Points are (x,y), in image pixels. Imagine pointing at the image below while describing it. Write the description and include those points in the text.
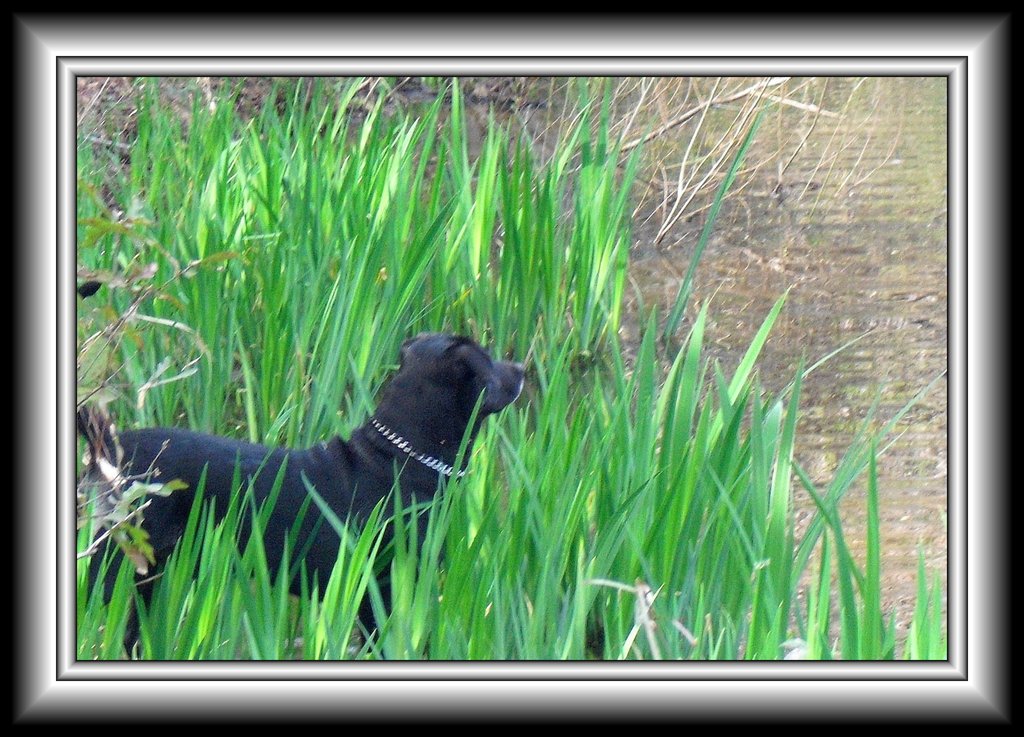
As we can see in the image there is a black color dog (353,444) and grass (567,395).
